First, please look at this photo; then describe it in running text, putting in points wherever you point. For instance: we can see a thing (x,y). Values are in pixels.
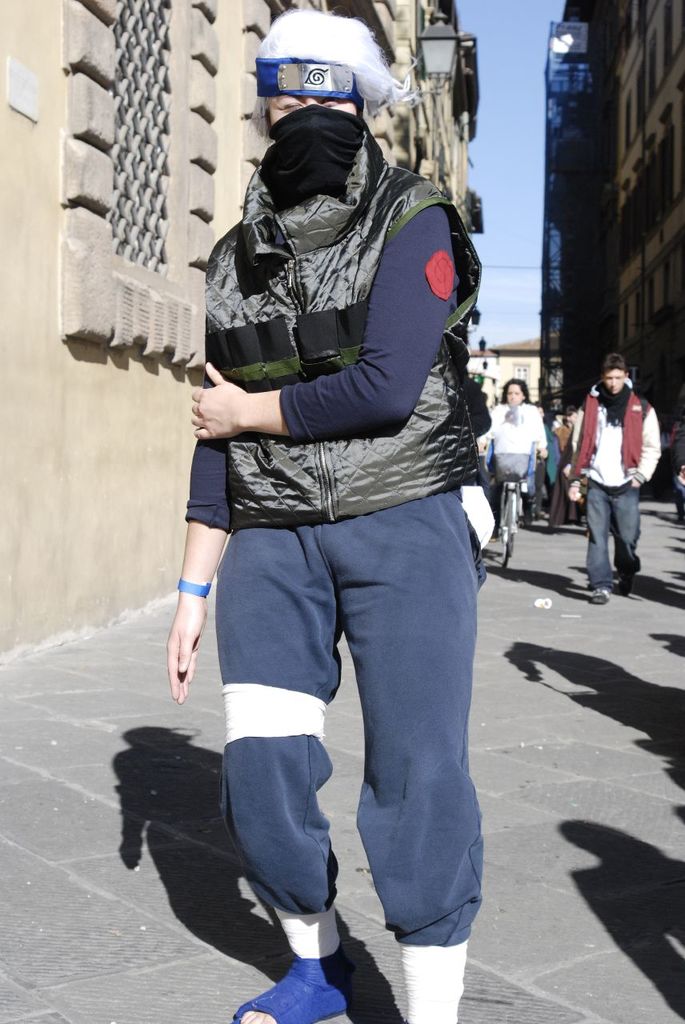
Here in this picture, in the front (303,251) we can see a woman (298,530) wearing a jacket (328,355), carrying a bag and covering her face (271,115) with a mask (289,131) and wearing a headband (295,93), walking on the ground (260,969) and behind her also we can see number of people (550,451) walking and standing on the ground (661,608) and we can see a woman (528,412) riding a bicycle (518,468) and beside them on either side we can see buildings (587,299) with number of windows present and we can also see lamp posts (430,36) present and we can see the sky (539,308) is clear.
